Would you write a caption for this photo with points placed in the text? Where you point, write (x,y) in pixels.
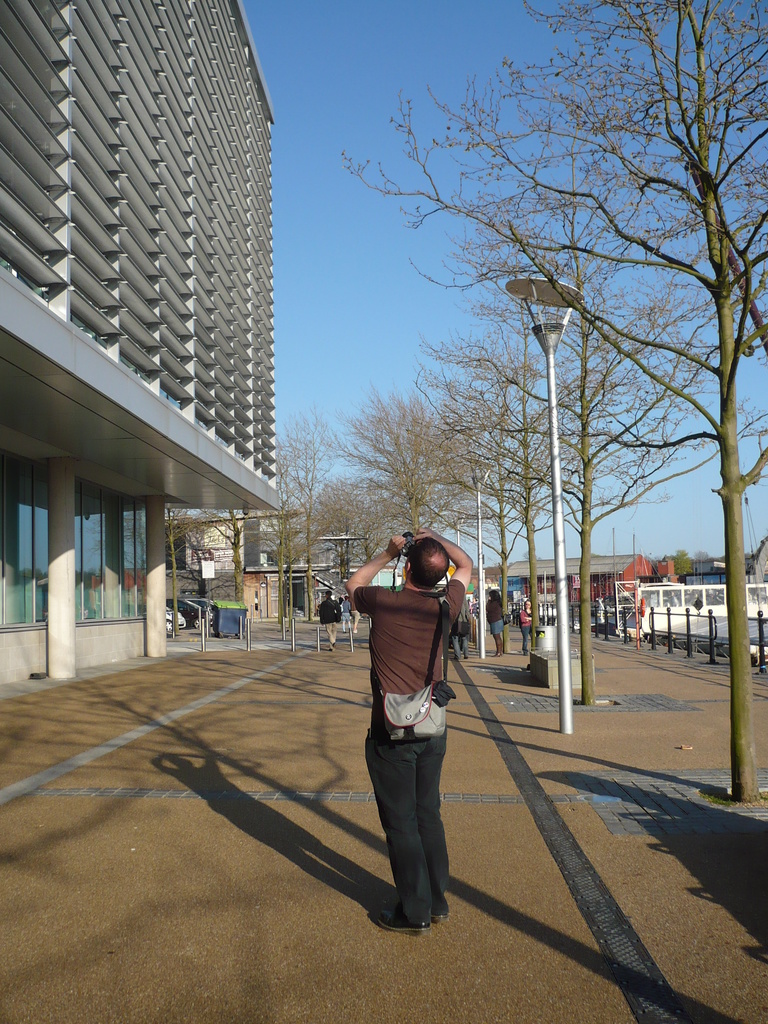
In this image there are people (417,585). poles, trees (614,329), buildings (611,560), sky (397,172), vehicles (204,607) and objects (636,623). In the front of the image (414,598) a person (414,612) is holding an object (407,539) and wore a bag (409,715).
